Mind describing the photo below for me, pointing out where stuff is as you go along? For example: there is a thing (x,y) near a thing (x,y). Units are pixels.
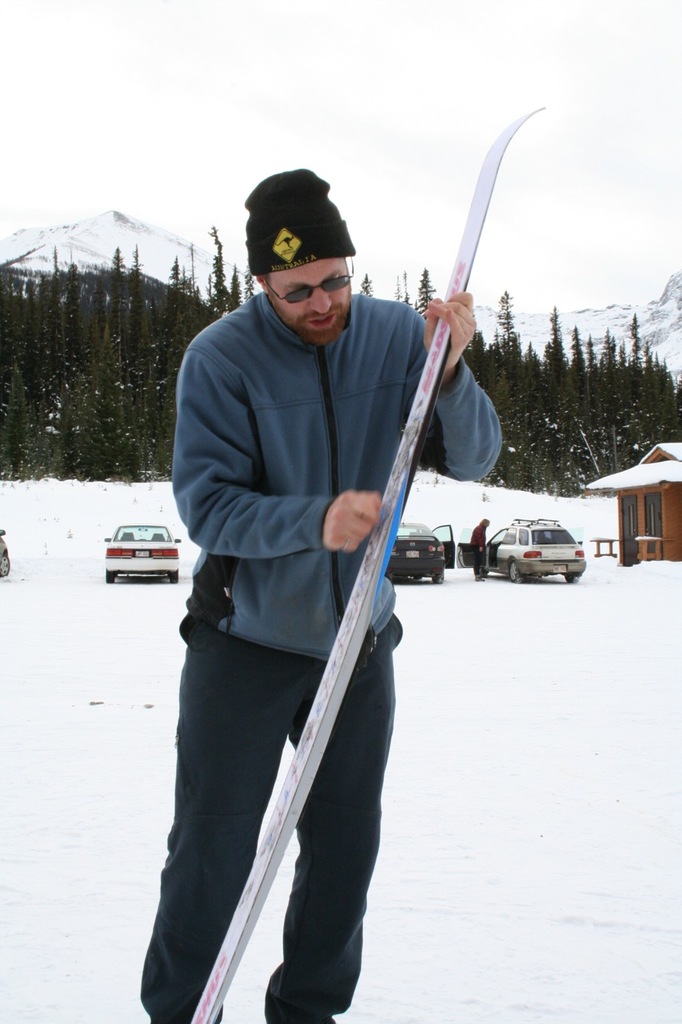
In this picture we can see a person (333,488) holding an object (284,792) and standing. We can see a few vehicles (409,574), a person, trees (14,326), mountains (6,257) covered with snow (652,337) and the sky (377,123).
